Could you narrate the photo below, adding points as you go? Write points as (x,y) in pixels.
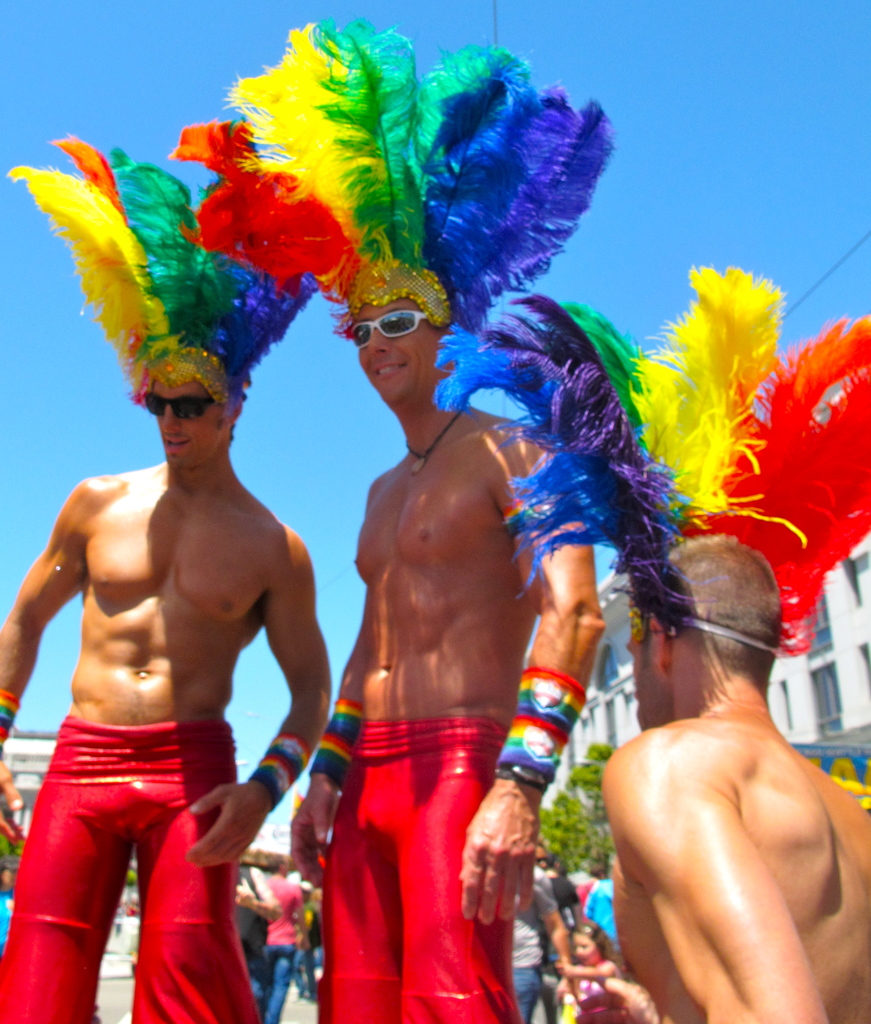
In this image we can see three men (14,674) wearing different head wear (153,305) on their heads (693,575), glasses (369,322) and red color pants (468,993) are standing on the road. In the background (572,979), we can see a few more people (303,924) walking, we can see trees (576,767), buildings (825,634) and the blue color sky (52,501).
